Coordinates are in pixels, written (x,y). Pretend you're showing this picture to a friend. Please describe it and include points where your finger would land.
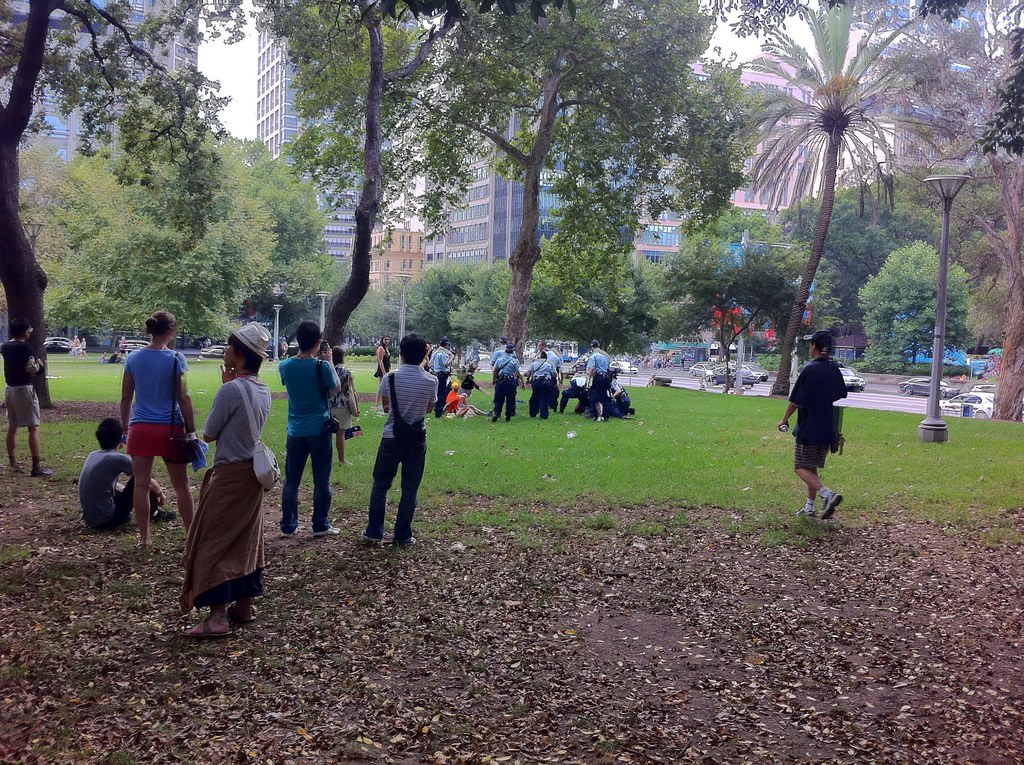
In this image there are people (429,390) standing on a grassland (644,473), in the background (858,306) there are trees (673,321), poles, buildings (561,174) and cars (957,405) on a road (904,406).
